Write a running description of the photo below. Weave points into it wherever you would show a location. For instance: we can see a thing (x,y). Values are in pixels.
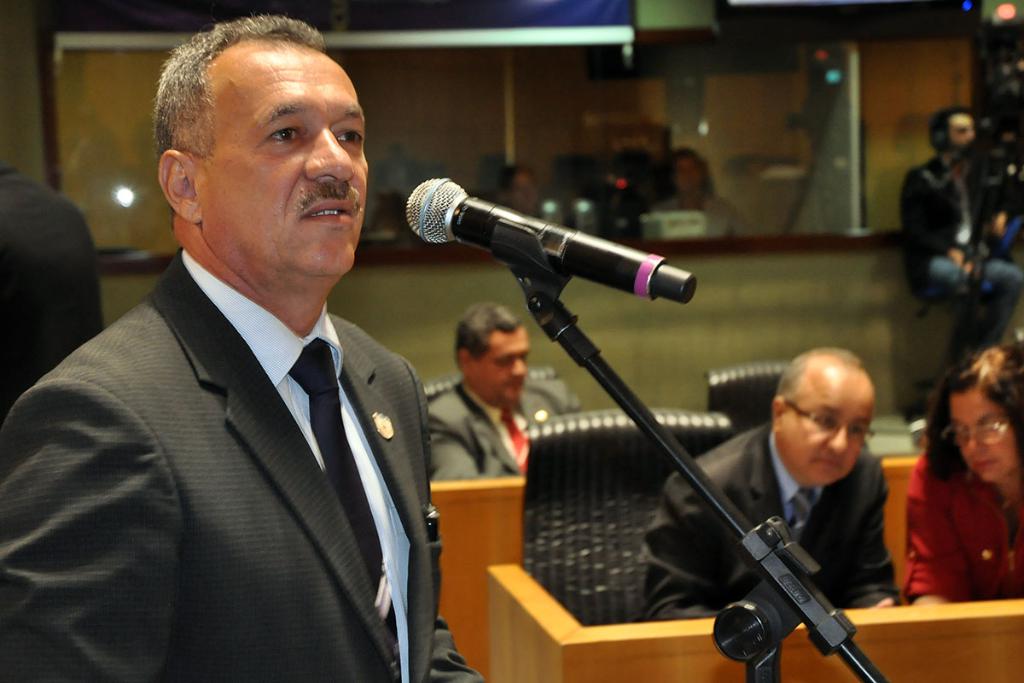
In this image, I can see a group of people (857,469) are sitting on the chairs (757,428) in front of desks (895,620) and one person (369,435) is standing in front of a mike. In the background (897,262), I can see a wall (844,258), board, lights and so on. This image taken, maybe in a hall (679,431).
